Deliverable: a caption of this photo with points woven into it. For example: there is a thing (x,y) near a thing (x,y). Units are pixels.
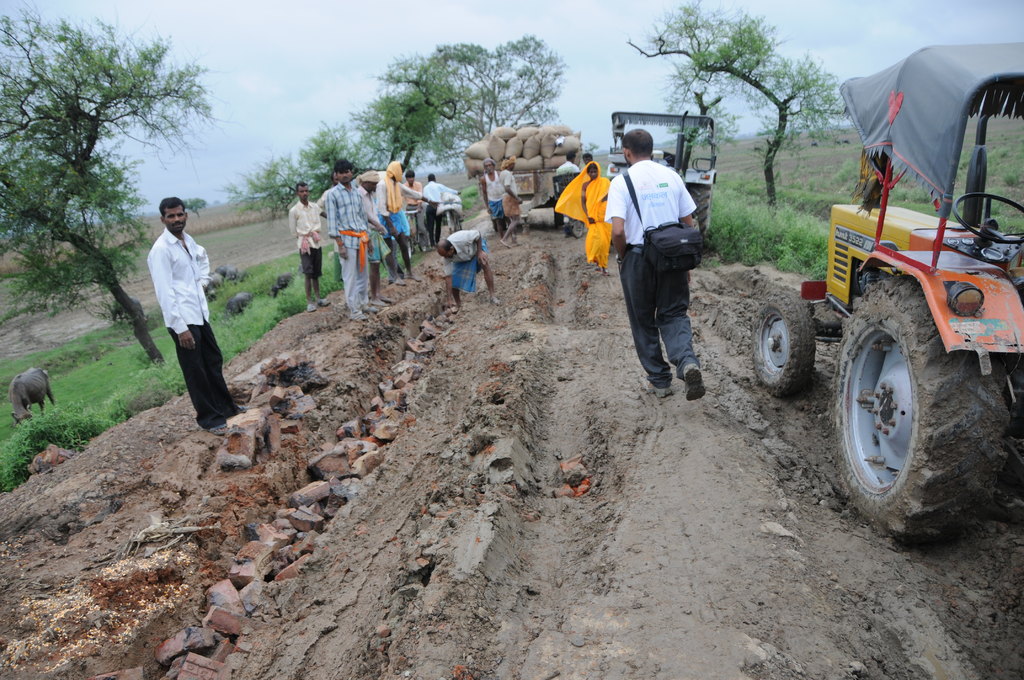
In the picture we can see a muddy path (379,574) with some broken bricks (375,449) and beside the path (587,388) we can see a tractor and on the other side, we can see some people (496,190) are standing and on the other sides of the path (234,397) we can see grass surface (261,322) and some trees (102,246) and in the background (639,21) we can see a sky (577,53).
